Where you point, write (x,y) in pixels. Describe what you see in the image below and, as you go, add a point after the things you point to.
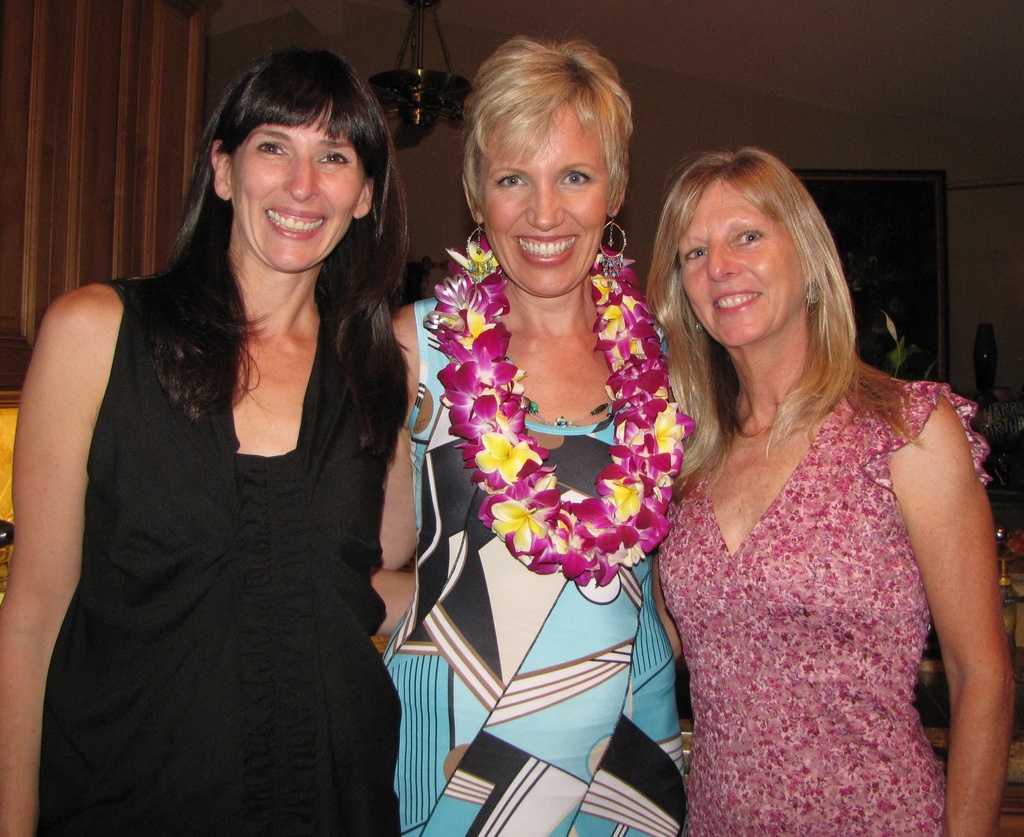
In this image I see 3 women (780,387) who are standing and I see that all of them are smiling and I see flowers (495,369) on the neck (584,316) of this woman (591,219) and I see that it is a bit dark in the background (389,112) and I see the wall (682,97).
